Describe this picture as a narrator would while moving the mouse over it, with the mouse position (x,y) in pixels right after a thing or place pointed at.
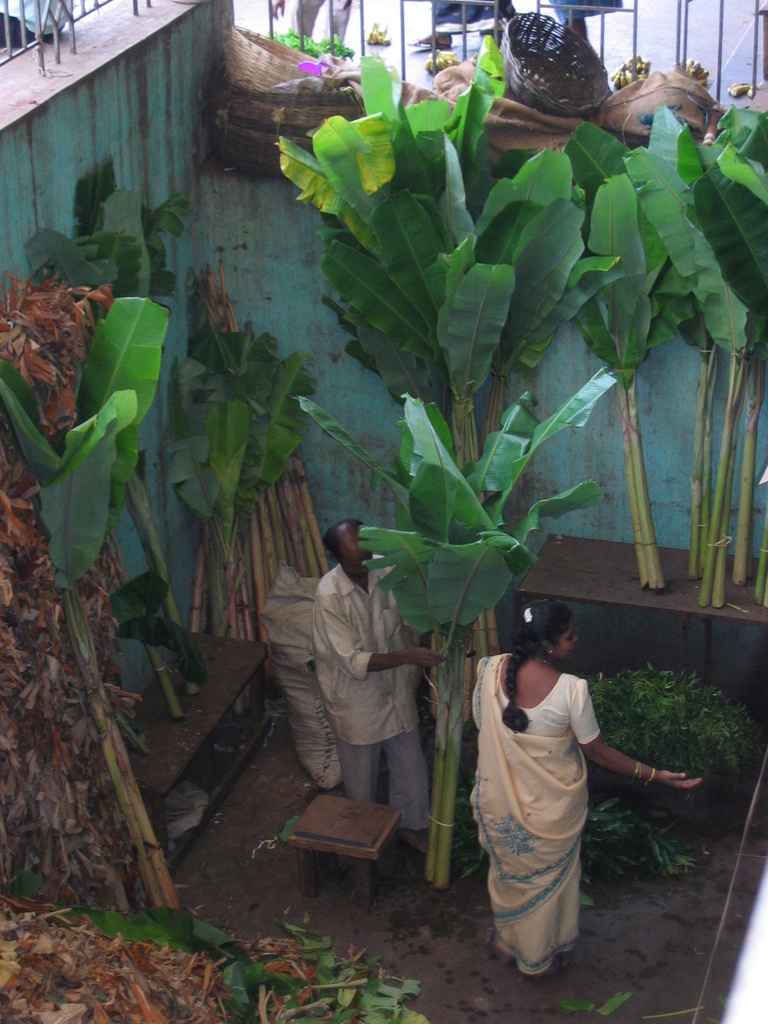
There is a woman (491,747) and a man (324,632) holding banana trees (475,570). There are walls (280,320). Near to that there are many banana trees (741,374). Near to the wall (236,194) there are many items (592,66).
